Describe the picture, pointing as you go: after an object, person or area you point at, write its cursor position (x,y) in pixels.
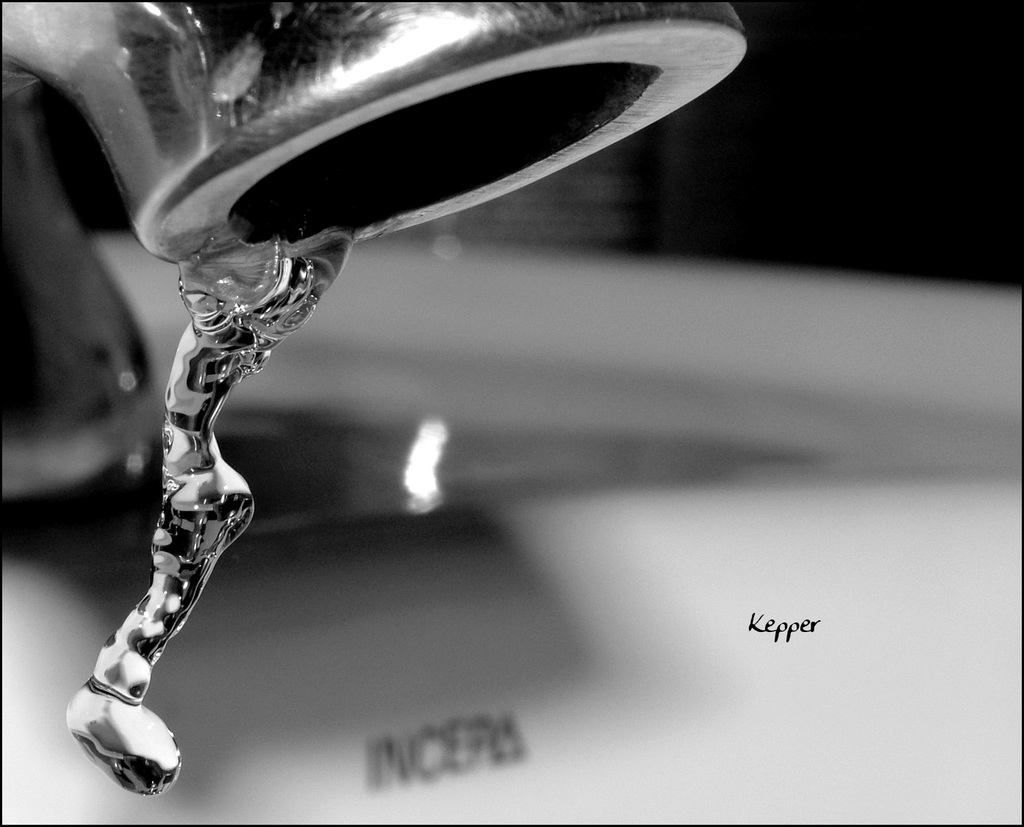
In this picture I can see a tap (227,61) in front (483,28) and I see the water (205,480) and I see the watermark (764,633) in the lower right of this picture (784,624) and I see that it is blurred in the background (302,536).
